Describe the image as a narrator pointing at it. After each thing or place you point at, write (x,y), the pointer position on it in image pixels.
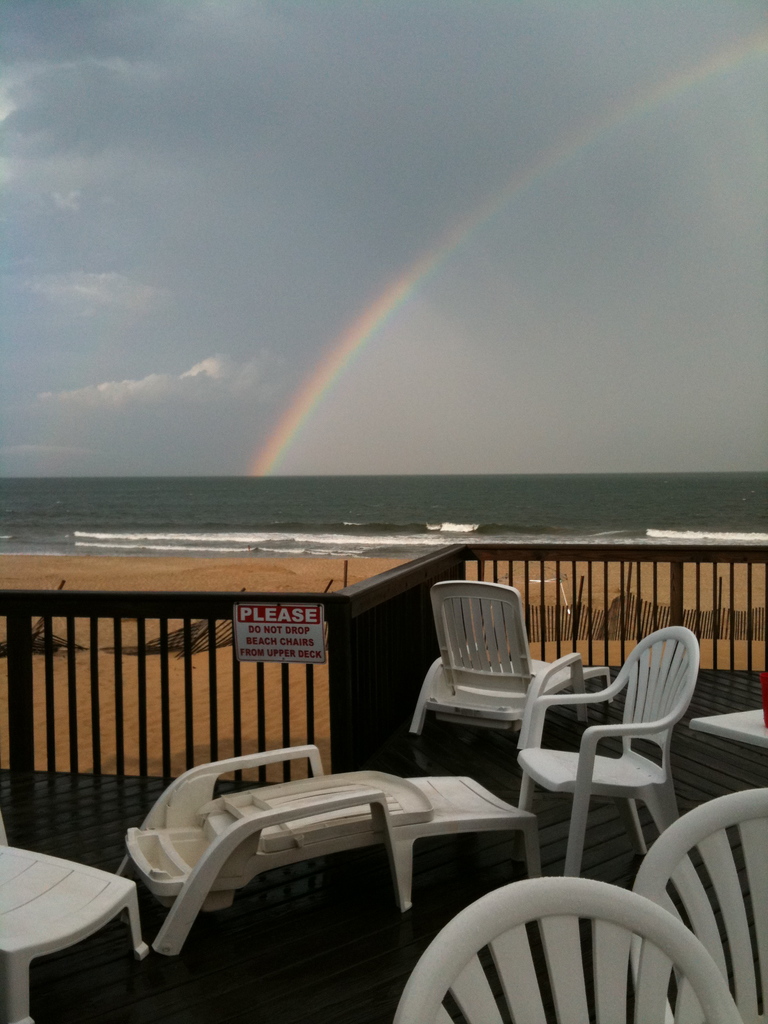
In this image we can see some chairs (512,685) and tables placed on the surface (264,985) beside a fence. We can also see a signboard (248,626) with some text (248,652) on it. On the backside (418,420) we can see some poles (219,647) on the seashore (376,570), the rainbow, a large water body (415,482) and the sky (201,393) which looks cloudy.
